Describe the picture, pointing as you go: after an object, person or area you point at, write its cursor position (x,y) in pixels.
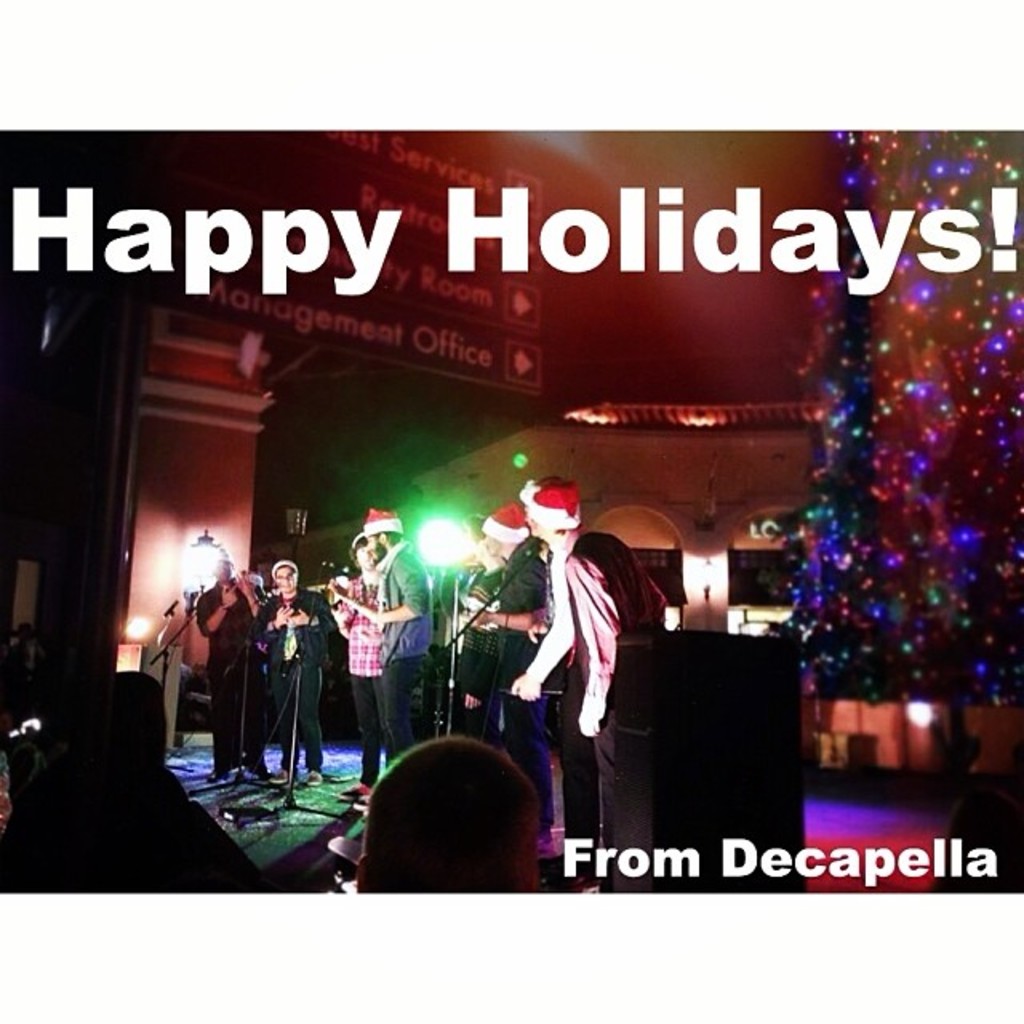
In this image we can see few people (349,653) standing on the stage (325,827) and there are mics (502,590) in front of them, there are few lights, a building (158,458) and an object (859,528) looks like a Christmas tree (918,421) with lights (922,438) on the right side (903,492).
